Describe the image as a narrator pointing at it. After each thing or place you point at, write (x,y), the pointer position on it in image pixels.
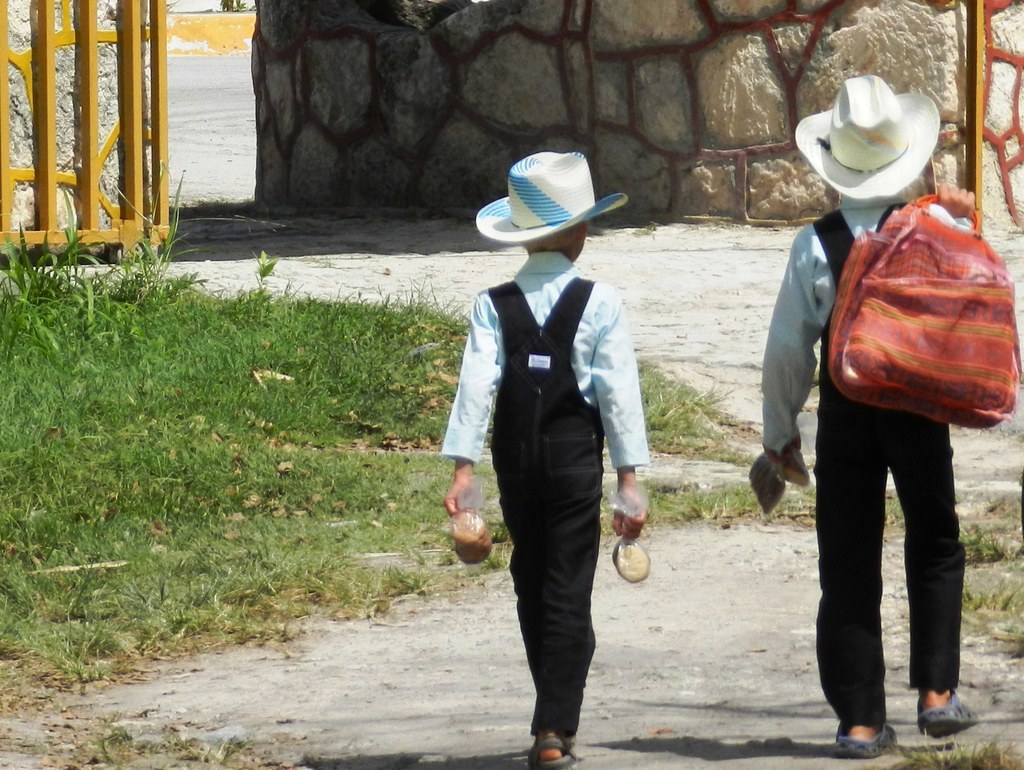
In this picture there are two boys (622,310) on the right side of the image (712,432) and there is greenery (228,432) on the left side of the image (156,273) and there is a gate (48,23) and wall (395,74) at the top side of the image (571,26).
